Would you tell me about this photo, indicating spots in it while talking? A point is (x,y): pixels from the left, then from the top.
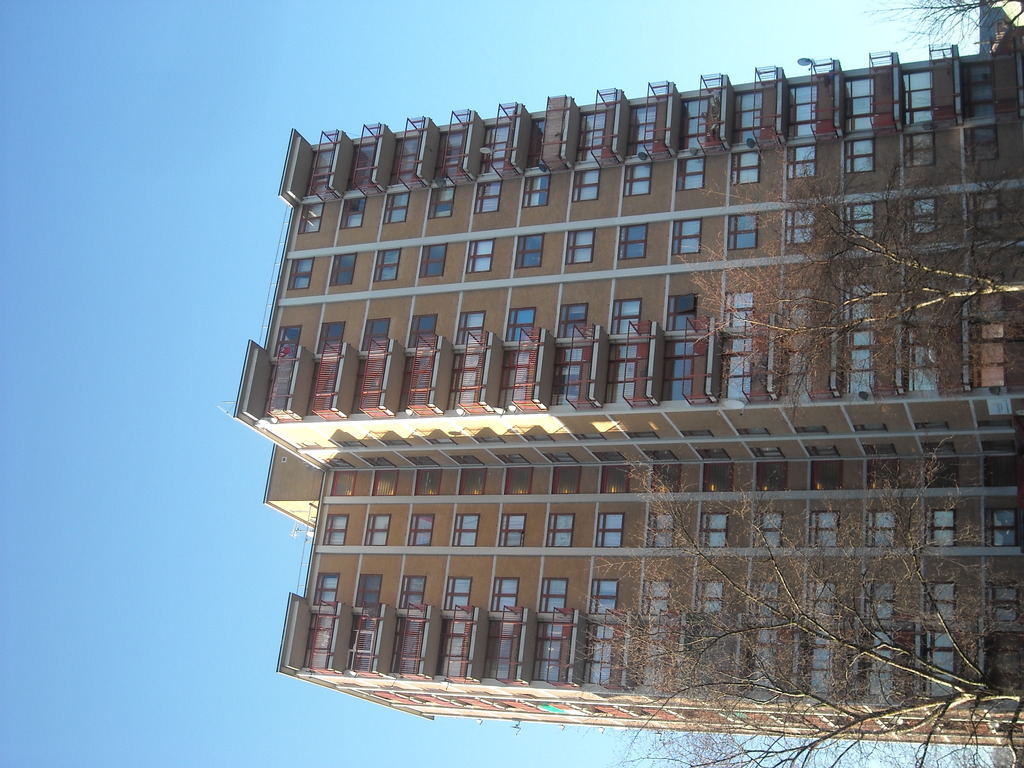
It is a tilted picture, in the image there is a huge building (872,471) and in front of the building (947,521) there are dry trees (854,323).
